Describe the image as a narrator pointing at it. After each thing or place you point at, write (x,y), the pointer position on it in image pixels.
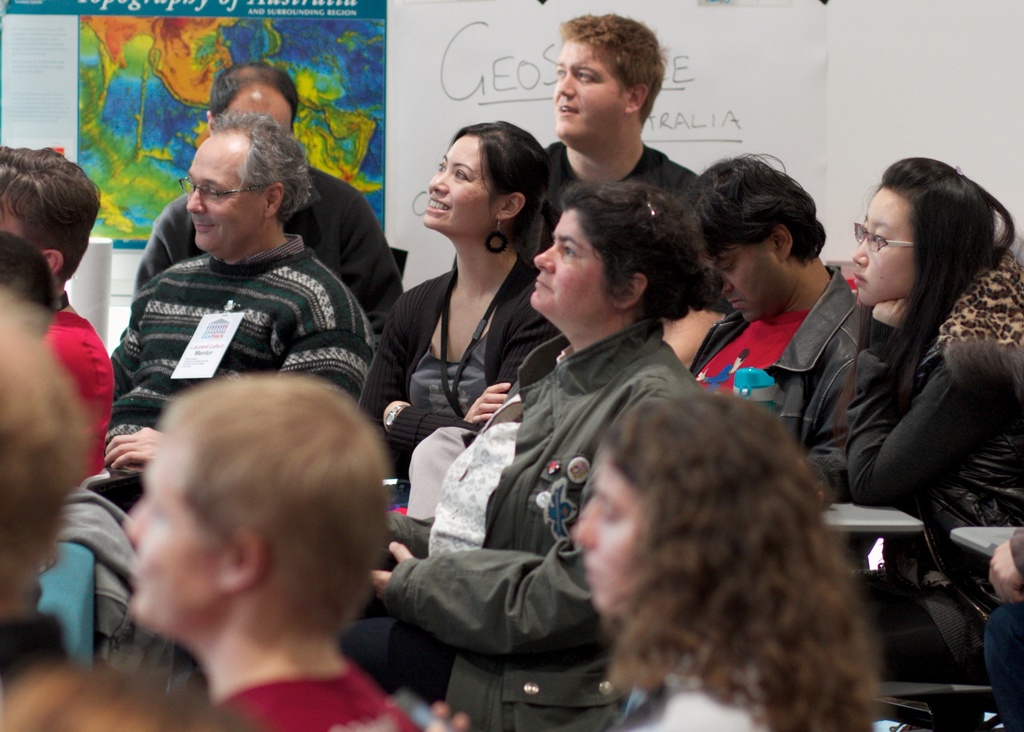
In this image we can see these people (717,651) are sitting on the chairs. This part of the image is slightly blurred. In the background (866,69), we can see posters (551,93) on the wall (977,131).
